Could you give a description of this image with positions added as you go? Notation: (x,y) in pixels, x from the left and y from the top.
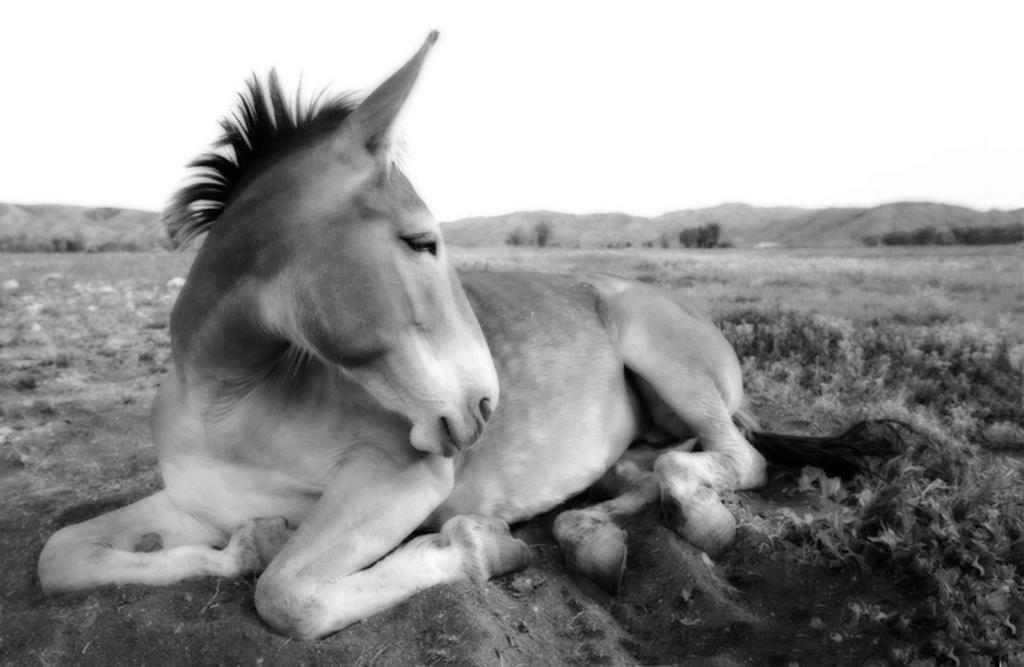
In this picture we can see an animal (385,490) on the ground (926,371) and in the background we can see trees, mountains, sky (865,91).
